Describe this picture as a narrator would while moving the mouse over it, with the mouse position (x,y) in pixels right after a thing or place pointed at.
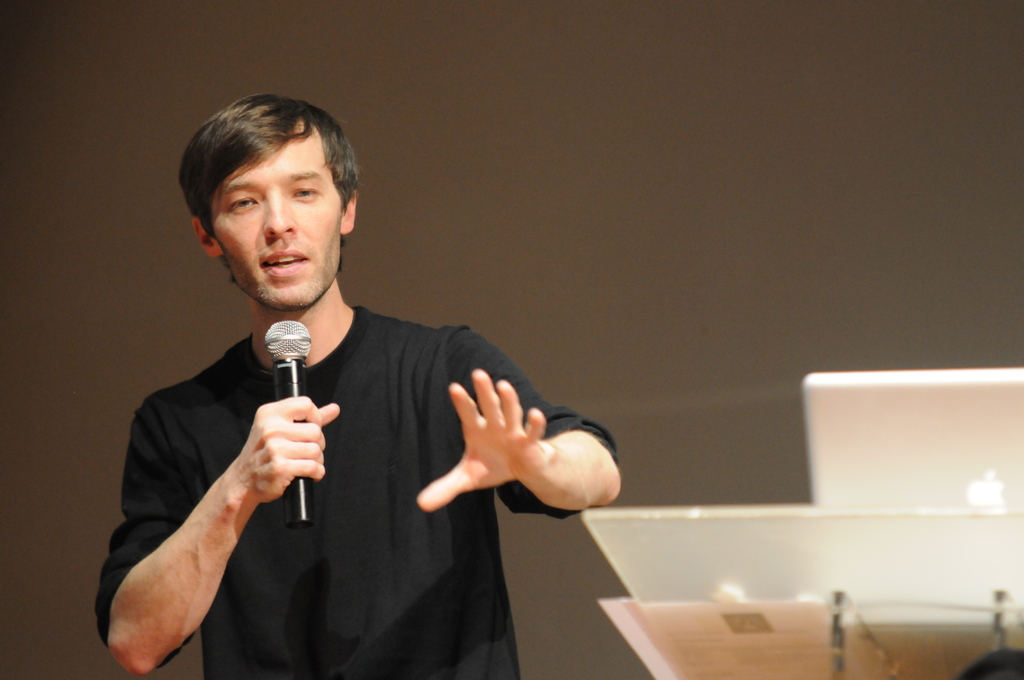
In this picture we can see a man (351,181) wearing a black shirt (287,609) and talking something in a mike (299,488). At the right side of the picture (913,460) we can see a laptop (903,415). This is a podium (875,625).
